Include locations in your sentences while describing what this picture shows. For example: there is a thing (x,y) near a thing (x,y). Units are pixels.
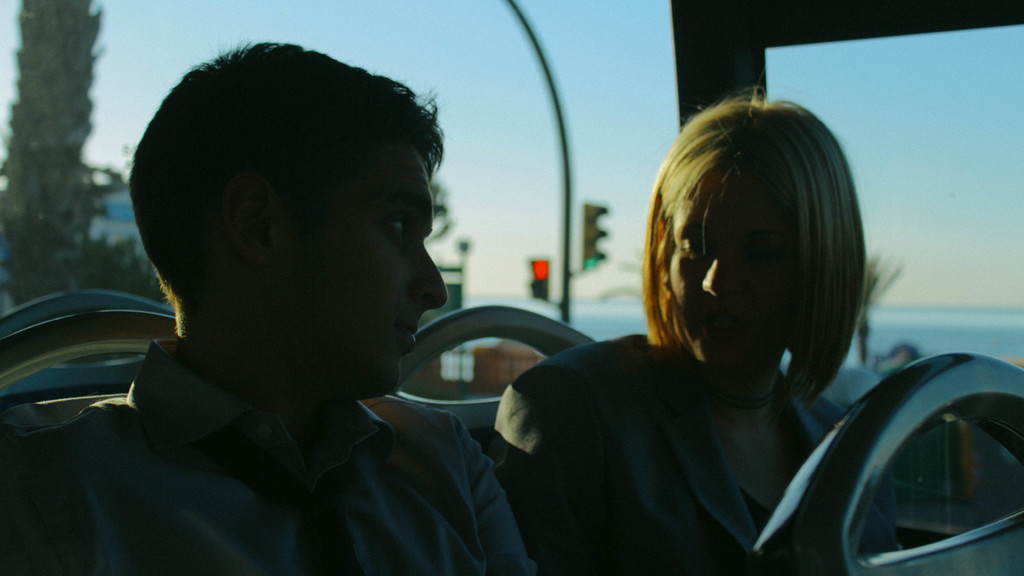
In this image we can see a man (378,236) and a woman (653,417) sitting inside the vehicle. In the background (59,161) we can see a tree (83,164), traffic signal light pole (583,255) and also the sky (920,155).
